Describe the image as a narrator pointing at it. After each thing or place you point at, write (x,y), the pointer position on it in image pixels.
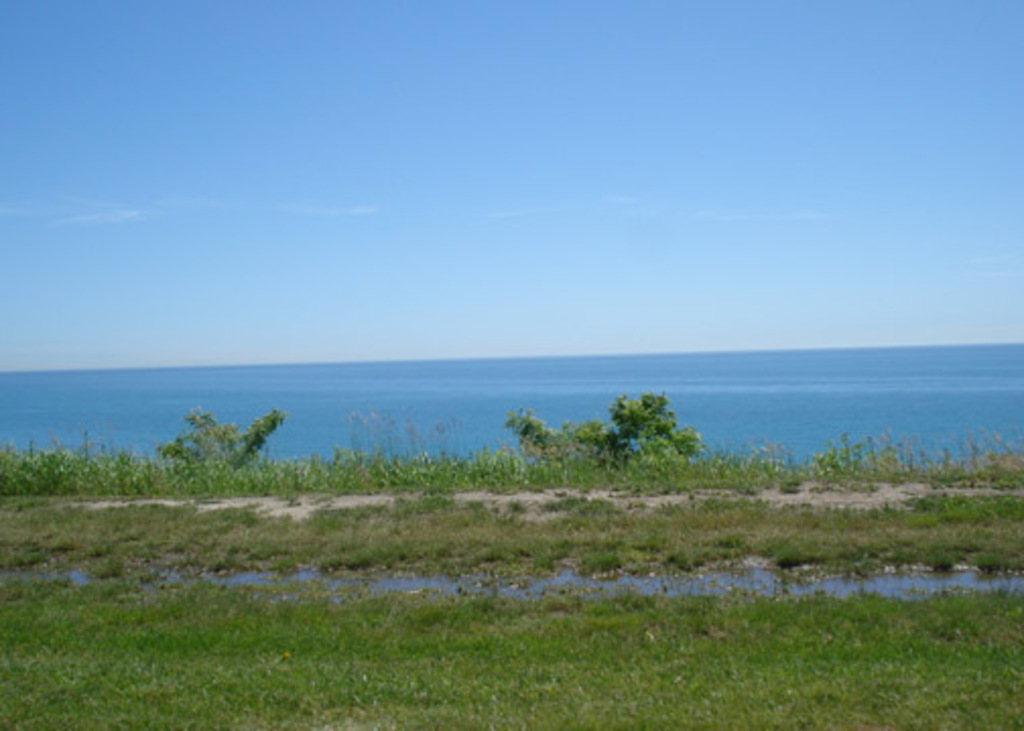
In the picture I can see the grass (494,467), plants (474,467) and the water (440,404). In the background (360,181) I can see the sky (170,355).
